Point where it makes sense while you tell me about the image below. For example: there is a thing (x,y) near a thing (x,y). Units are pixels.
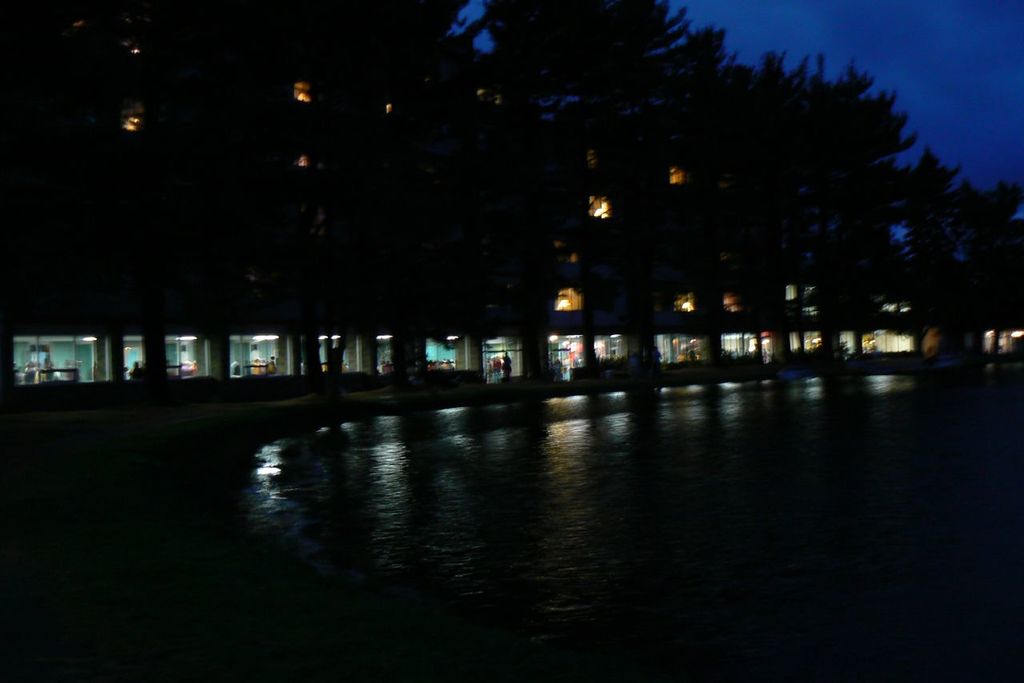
In this picture in the center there is water (632,506). In the background (305,244) there are trees (377,224) and there are lights (512,357).
